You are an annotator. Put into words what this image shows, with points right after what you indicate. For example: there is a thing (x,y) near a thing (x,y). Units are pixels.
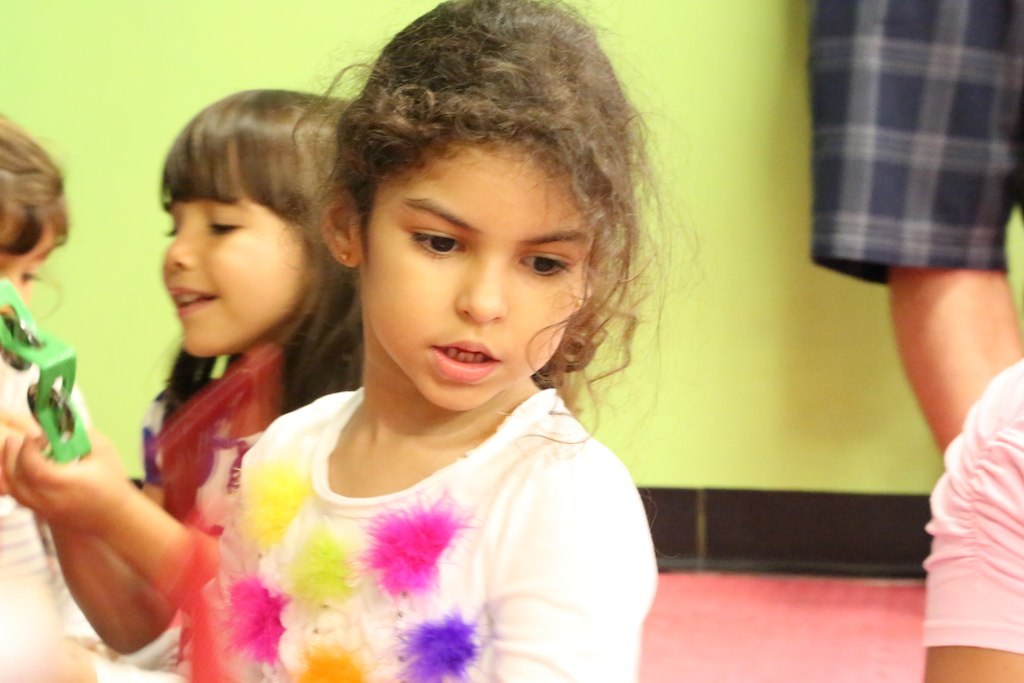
This image consists of many people (604,304). In the front (443,672), we can see a girl (408,651) wearing a white dress (375,545) is sitting on the floor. On the left (44,453), there is another girl (41,453) holding a musical instrument (57,458). At the bottom (779,581), there is a floor (833,591). In the background (174,64), the wall (763,134) is in yellow color.
